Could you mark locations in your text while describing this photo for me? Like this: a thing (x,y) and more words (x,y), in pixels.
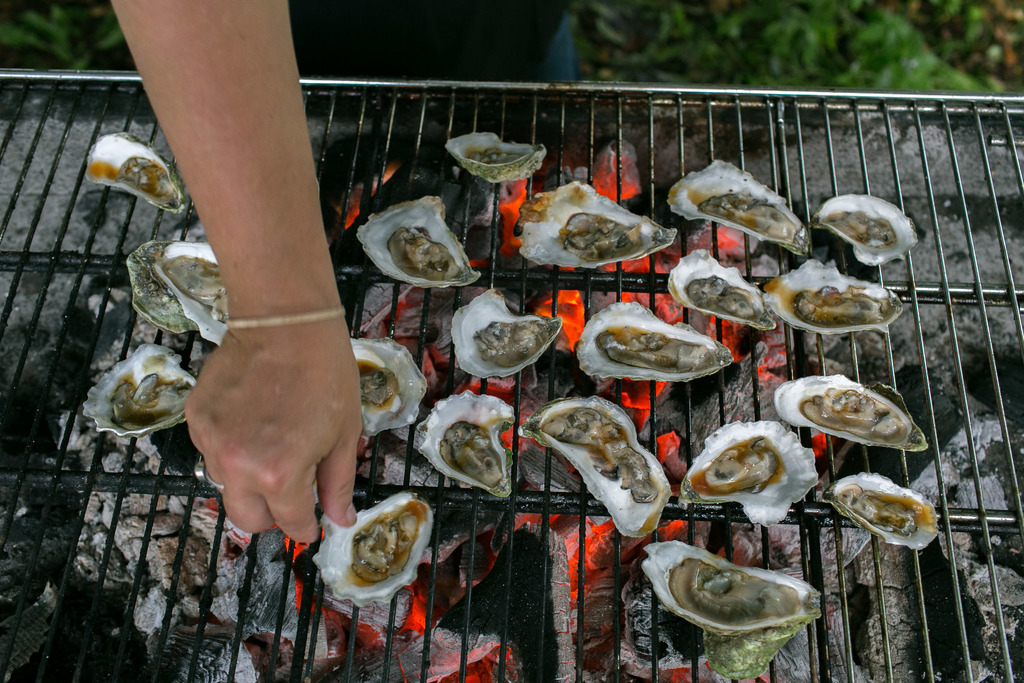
In this image we can see the oysters (754,440) in the shells (774,443) which are placed on the grill (944,506). We can also see a person (493,50) standing beside them holding a shell (351,566). We can also see the fire (574,517) and some plants (850,73).
